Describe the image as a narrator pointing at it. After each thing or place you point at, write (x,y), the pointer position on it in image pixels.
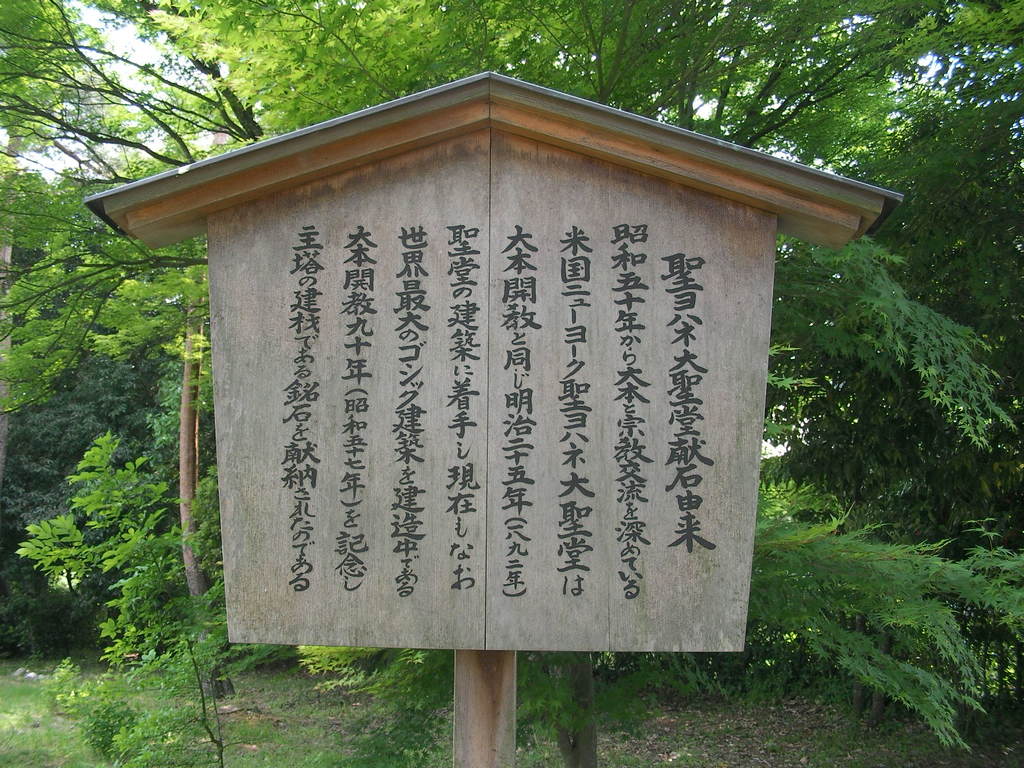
In front of the image there is a wooden pole (502,708) with a board (429,327) and roof (275,176). There is text (636,315) on the board (438,506). Behind the board (476,172) there are trees (172,505).
